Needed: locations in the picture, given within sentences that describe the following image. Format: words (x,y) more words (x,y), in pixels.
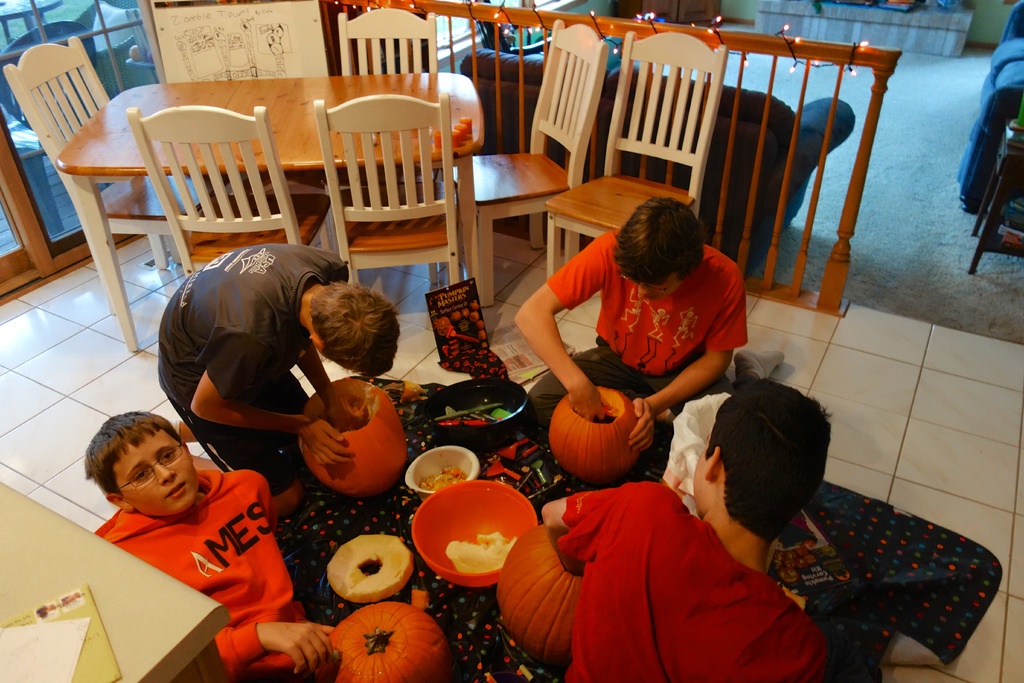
In this picture we can see a group of boys (296,354) and in front of them we have pumpkins (599,446), bowls (484,505), vessel (444,428) on floor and beside to them we have table (383,93), chairs (424,113), fence (717,29) with lights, sofa (996,76).
